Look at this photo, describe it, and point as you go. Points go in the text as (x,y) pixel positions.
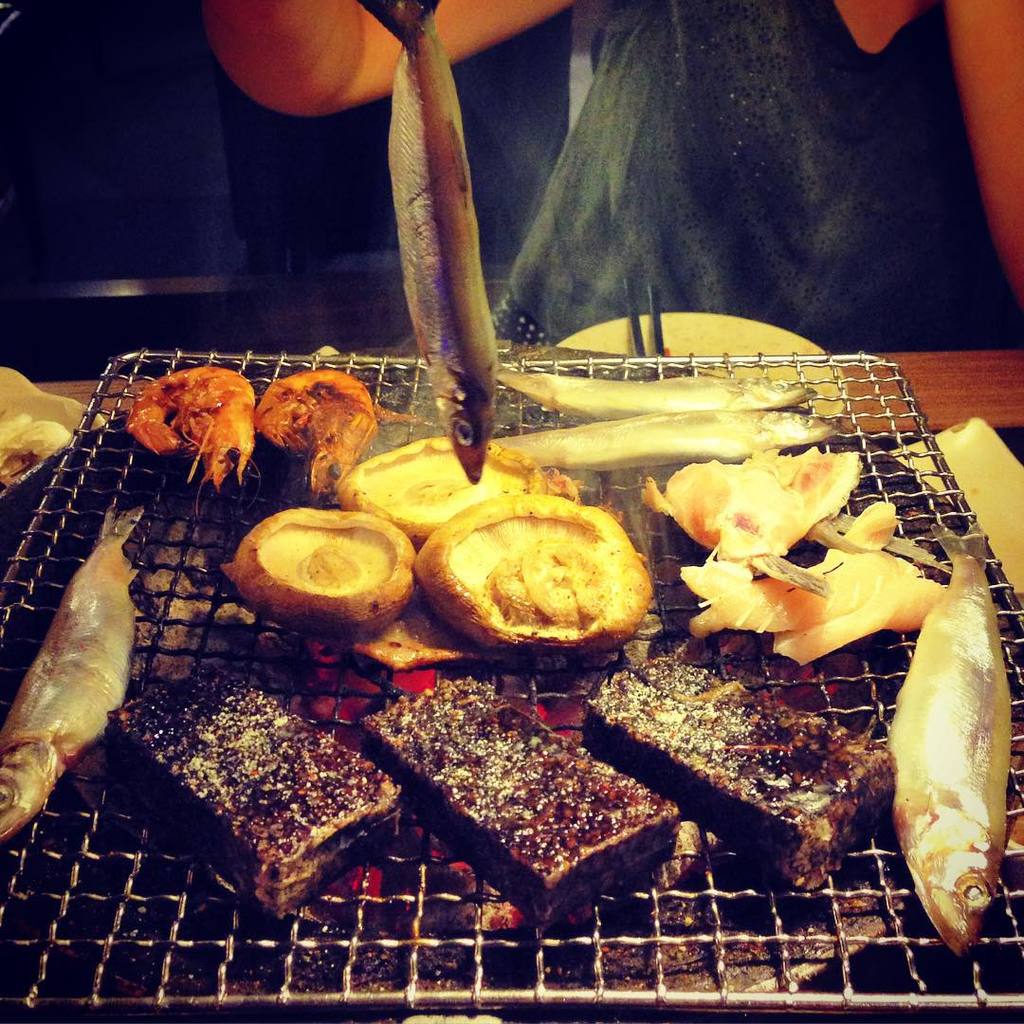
In this picture there are some mutton pieces (558,817), fish (913,808) and shrimps (303,408) are placed on the barbecue grill (770,939).
